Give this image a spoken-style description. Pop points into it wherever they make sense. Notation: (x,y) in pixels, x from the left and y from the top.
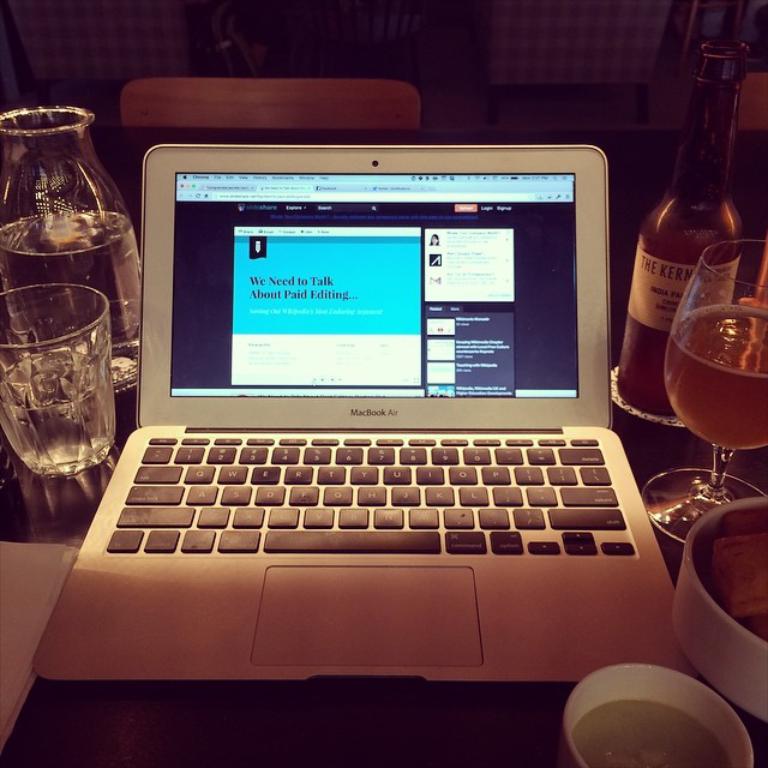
In this picture I can see there is a laptop (188,581) and it is placed on a table (323,723). There are glasses (711,259) and a beer bottle (731,282) and in the backdrop (291,85) there is a chair (291,95) and a wall (218,22).
